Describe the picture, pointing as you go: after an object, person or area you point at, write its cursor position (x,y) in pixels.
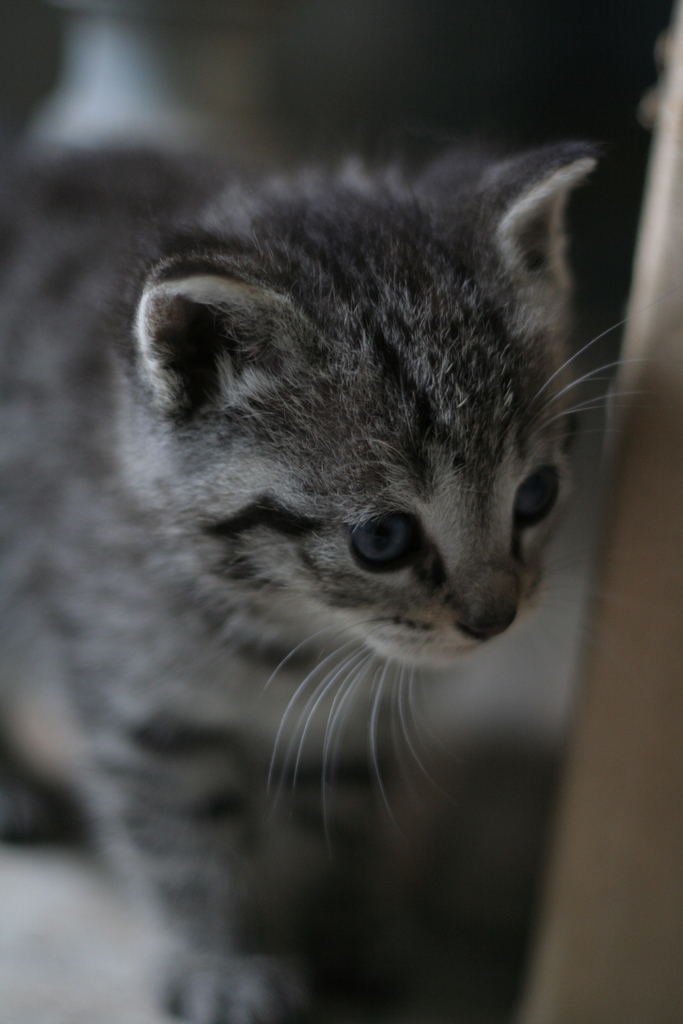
In this image we can see a cat (423,412).
